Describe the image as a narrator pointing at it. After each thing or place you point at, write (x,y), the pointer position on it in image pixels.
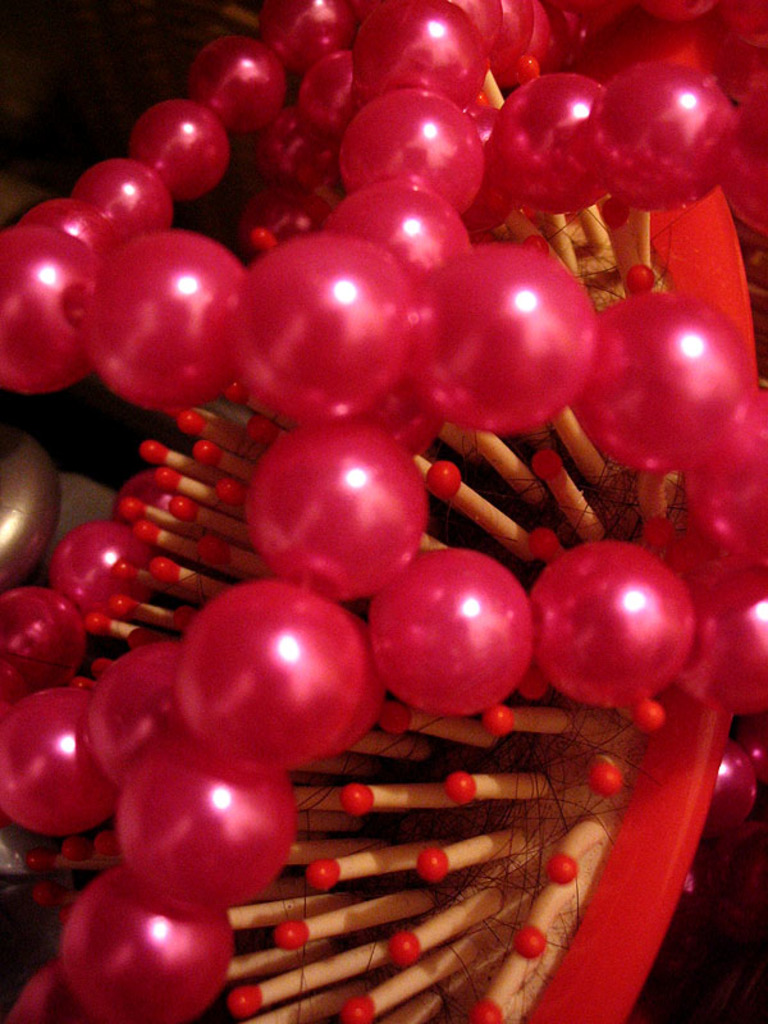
In this image I can see the hair comb (461,868) which is in cream and red color. I can see the pearl chain (464,552) on the hair comb (456,469) which is in pink color. And there is a black background (22,142).
